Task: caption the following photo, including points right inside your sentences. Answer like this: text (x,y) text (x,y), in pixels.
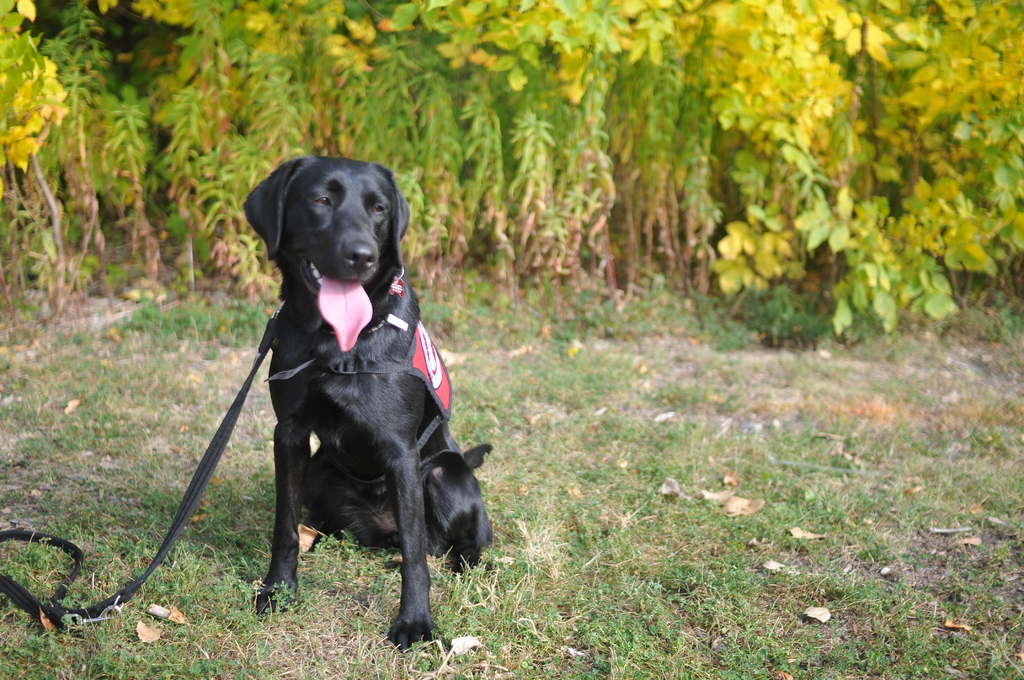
In this picture, we see a black dog (379,407) and it is putting its tongue (347,312) out. We see the leash (109,614) of the dog (325,475) in black color. At the bottom (614,589), we see the grass (703,532). There are trees (384,151) in the background (308,145).
